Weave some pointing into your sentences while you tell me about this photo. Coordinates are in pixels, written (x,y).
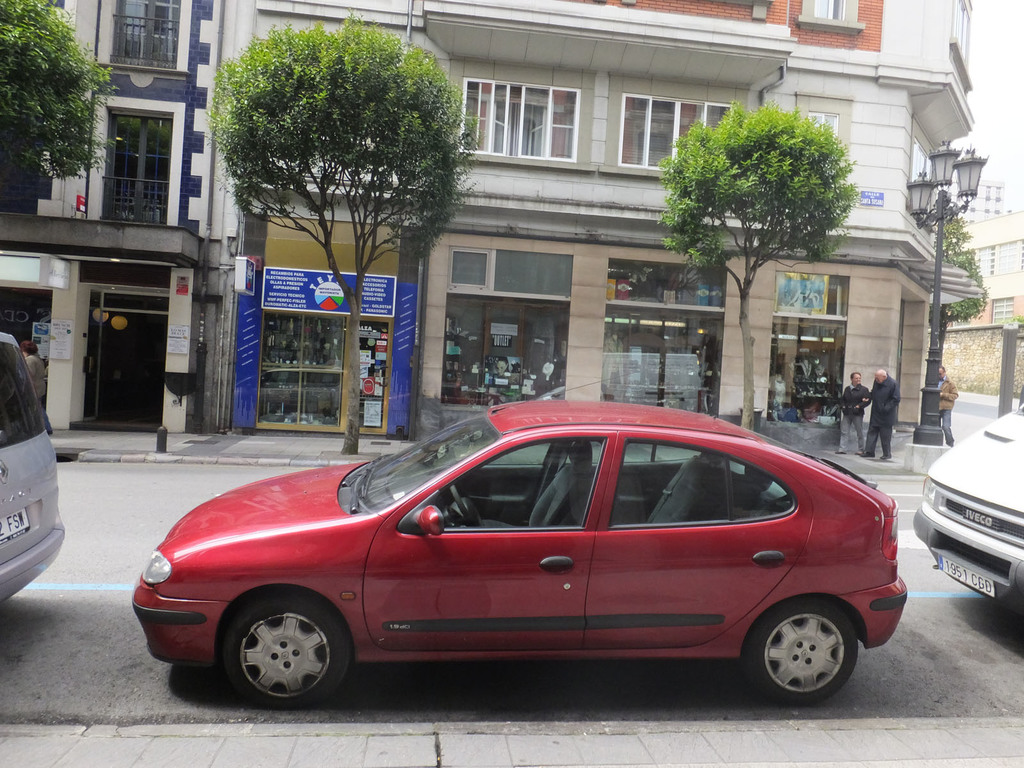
In this image we can see vehicles (822,567) on the road (932,588). There are trees (290,187) in front of the building (598,193). There is a pole (937,286) and persons (857,403) on the right side of the image (936,362).
